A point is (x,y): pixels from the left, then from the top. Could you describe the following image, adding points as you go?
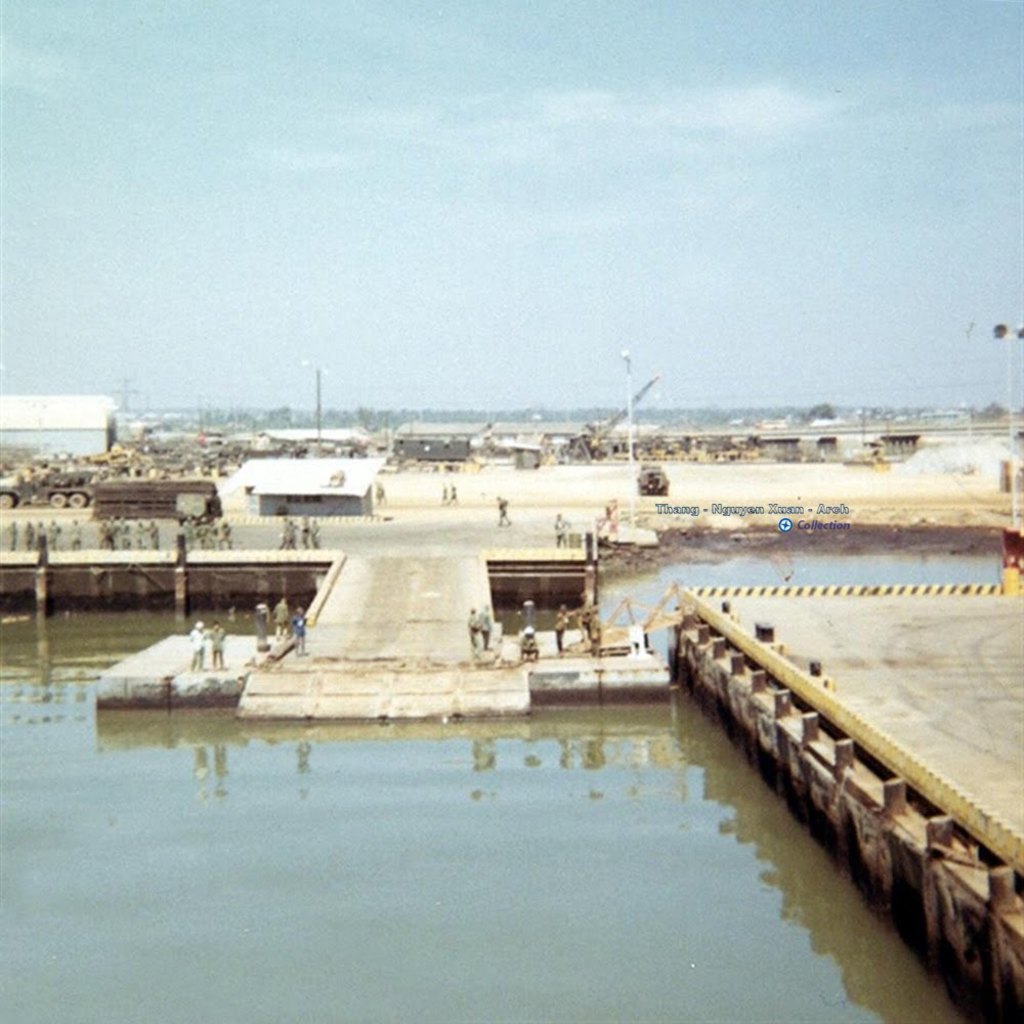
This is an outside view. At the bottom (425,874), I can see the water (624,853). On the right side (949,876) there is a wooden plank (949,876) and also there is a railing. On the left side (113,541) there are few people (24,537) standing on the road (339,548). In the background (258,437) there are few buildings (89,438), vehicles (93,492) and light poles (629,426). At the top of the image (532,156) I can see the sky (598,231).
